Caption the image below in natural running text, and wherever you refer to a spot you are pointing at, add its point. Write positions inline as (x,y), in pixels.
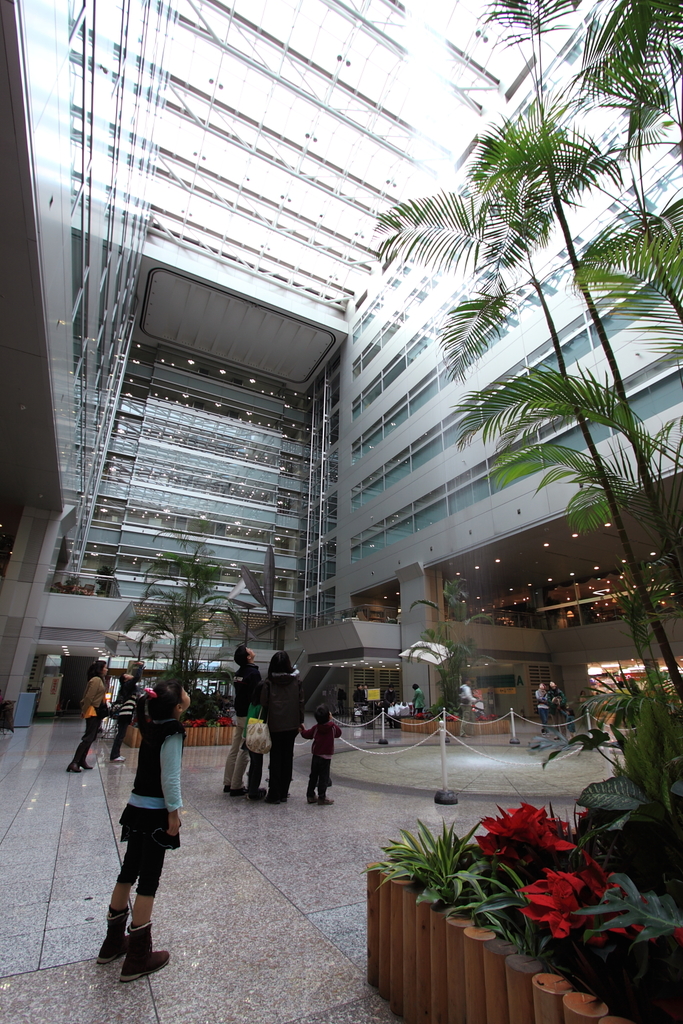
On the left side (173,768), I can see a few people (318,736) are standing on the floor (198,851) and looking at the top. On the right side (560,934), I can see few plants (515,927). At the top (199,217) there is a building (242,345).
